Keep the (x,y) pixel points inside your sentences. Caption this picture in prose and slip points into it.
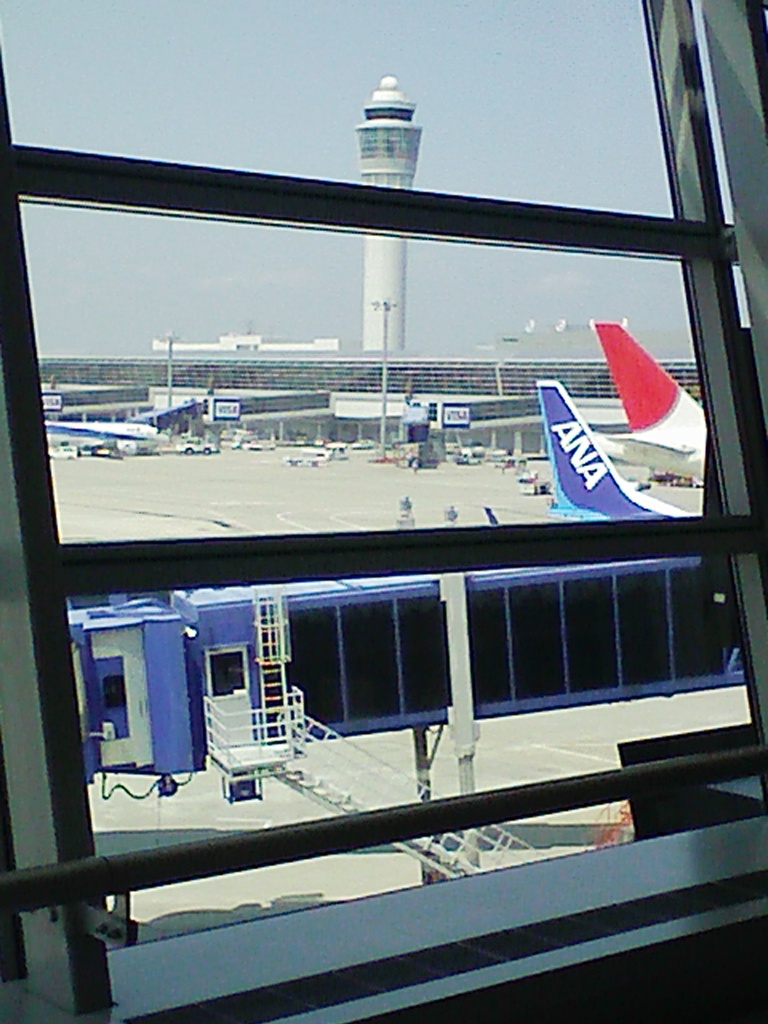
In this image I can see a boarding tunnel (266,669) in the front (431,763) and in the background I can see few airplanes (83,431), few poles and a tower (406,96).
